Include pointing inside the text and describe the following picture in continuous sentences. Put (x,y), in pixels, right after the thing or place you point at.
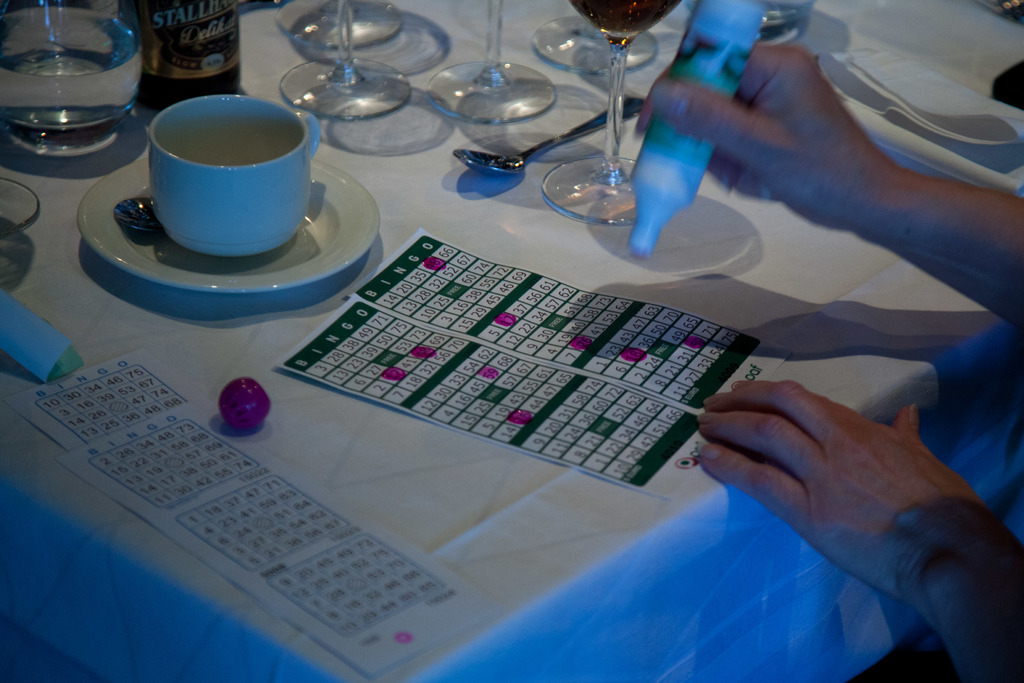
In the foreground of this picture (511,515), there is a table (421,439), on the table (350,424) there are few bingo papers (391,362), cup (217,196), saucer (185,265), ball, glasses (53,86), bottle (216,3), spoon (556,142) are placed on it. On the right side (921,485), there are hands (908,537) of a person (784,139) holding a marker (685,144).
